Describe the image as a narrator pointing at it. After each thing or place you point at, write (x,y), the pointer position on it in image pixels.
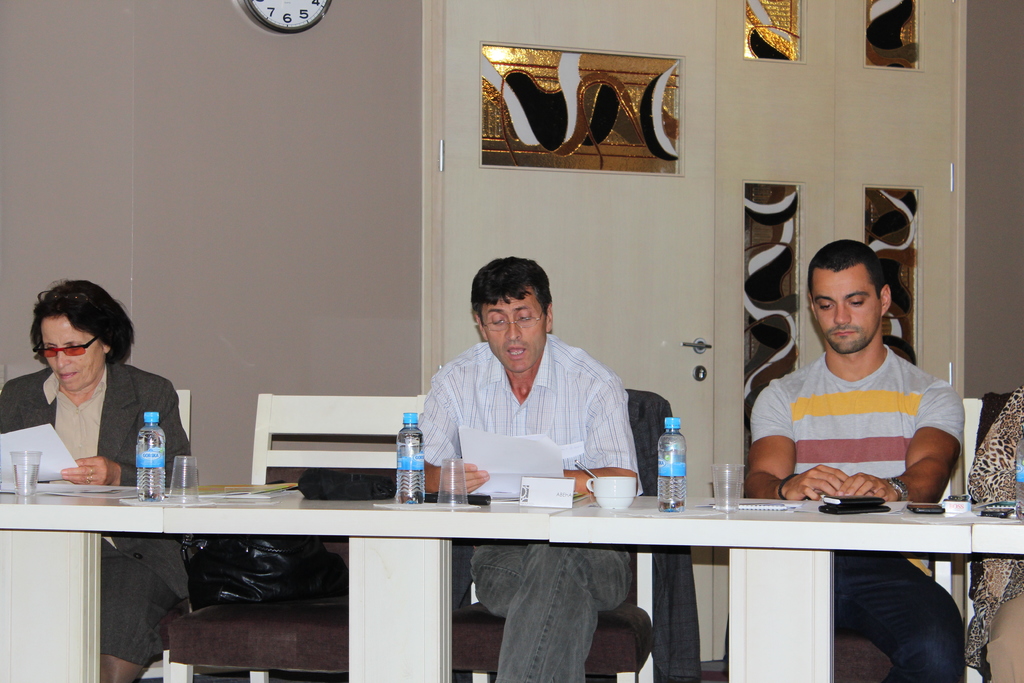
On the background (342,174) we can see a wall (326,212), door (503,112) and a clock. In Front (920,442) portion of the picture we can see a person (935,445) sitting on chairs (972,444) in front a table (689,508) and on the table (590,507) we can see bottles (671,506), cups (602,502), and glasses (446,484). Here on the chair (241,633) we can see a bag (322,577) in black colour.
